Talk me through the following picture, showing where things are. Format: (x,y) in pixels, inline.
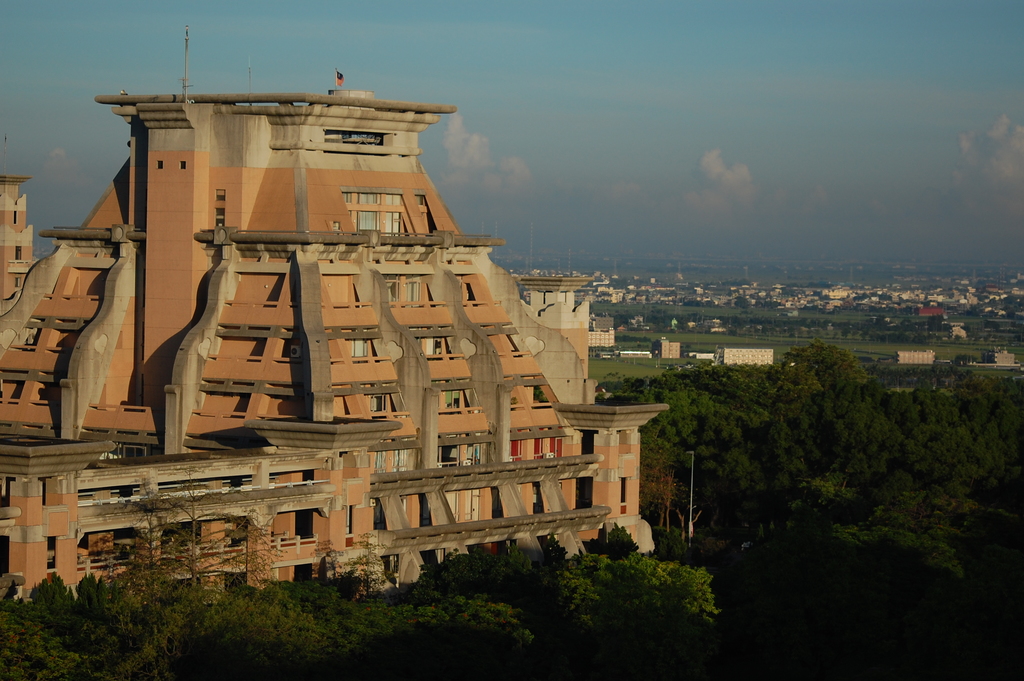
In this picture, we can see a few building (523,372) with windows (334,135), poles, a flag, trees (490,666) and the sky (701,207) with clouds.
